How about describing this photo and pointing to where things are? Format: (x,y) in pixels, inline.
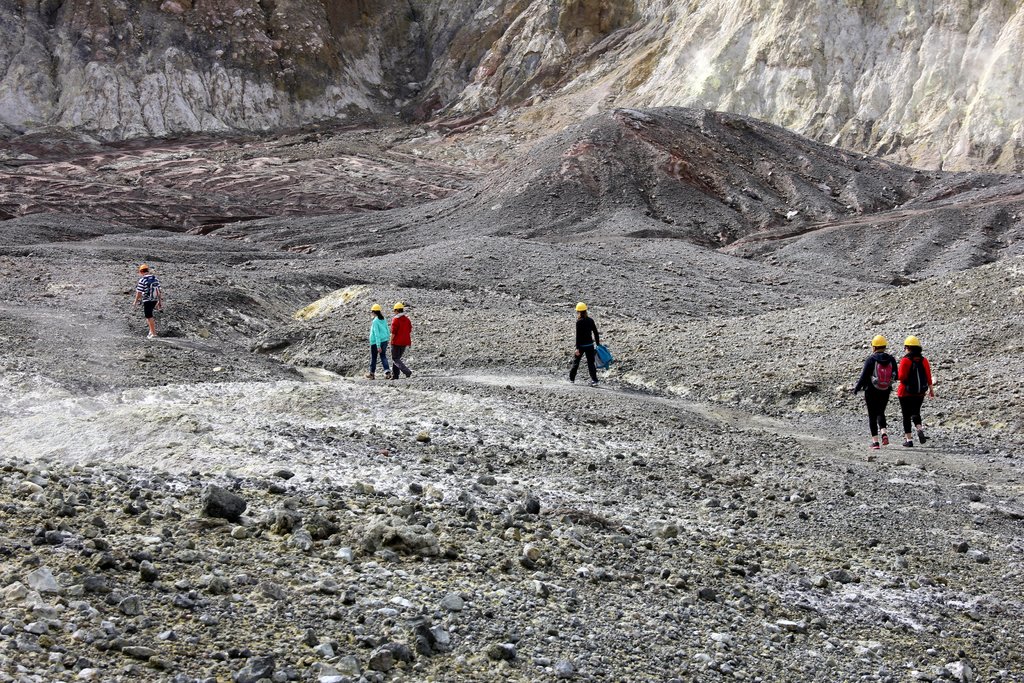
In this picture we can observe some people (904,396) walking on the land (607,412). There are some stones (336,579) on the land (287,497). In the background (237,69) there is a hill (477,74). Most of them were wearing yellow color helmets (376,309) on their heads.
